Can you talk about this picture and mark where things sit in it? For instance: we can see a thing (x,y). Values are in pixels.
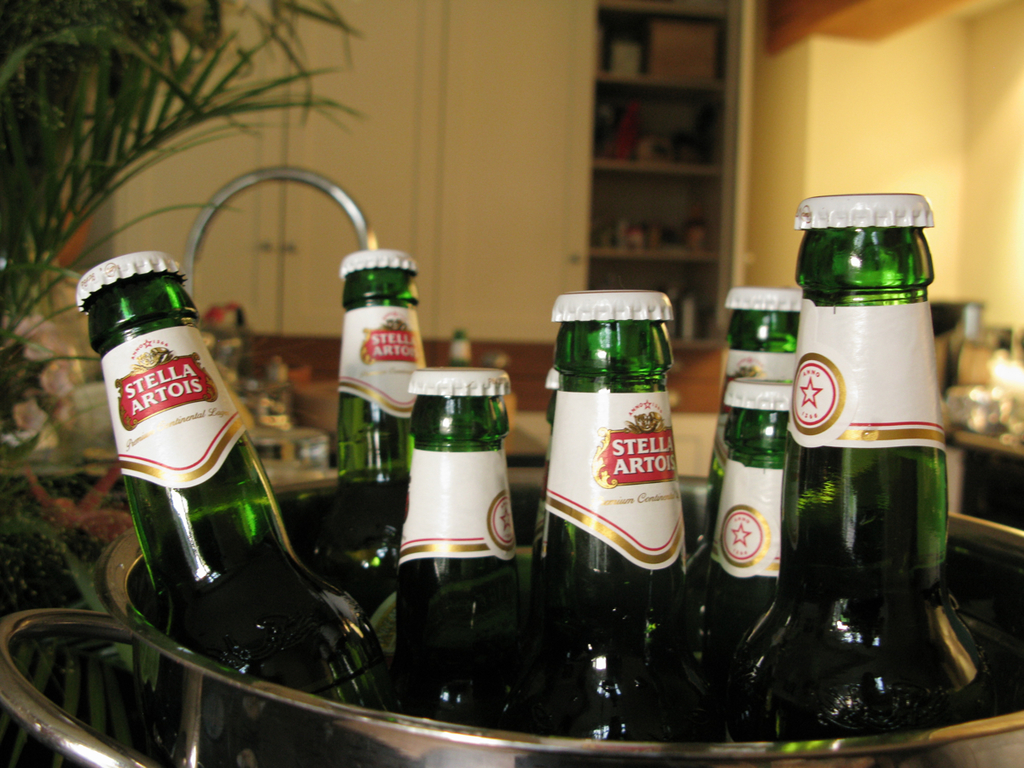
In this picture we can see some bottles (352,497) in the bowl (311,719). On the background (403,93) there is a wall (477,136). And this is rack (703,236).
